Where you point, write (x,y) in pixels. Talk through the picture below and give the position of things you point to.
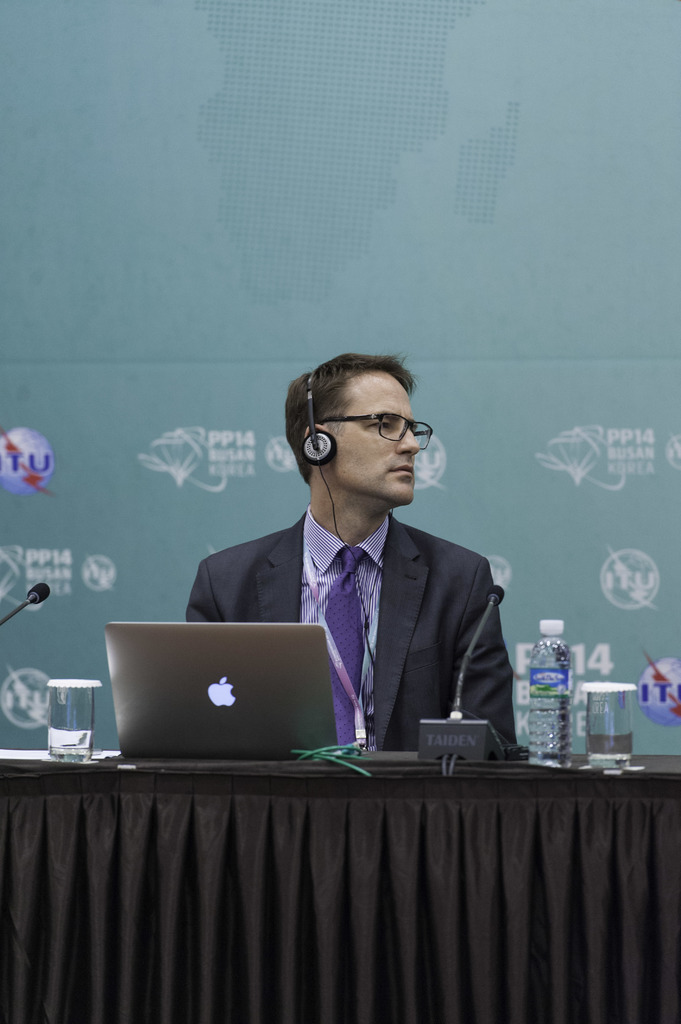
In this image, we can see a person (371,561) sitting and wearing headset (309,438) and we can see a laptop (318,688), bottle (561,692), glasses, a mic (472,739) and some other objects (452,729) on the stand (321,778). In the background (206,329), there is some text (614,572) and logos (28,488) on the board (281,225).
